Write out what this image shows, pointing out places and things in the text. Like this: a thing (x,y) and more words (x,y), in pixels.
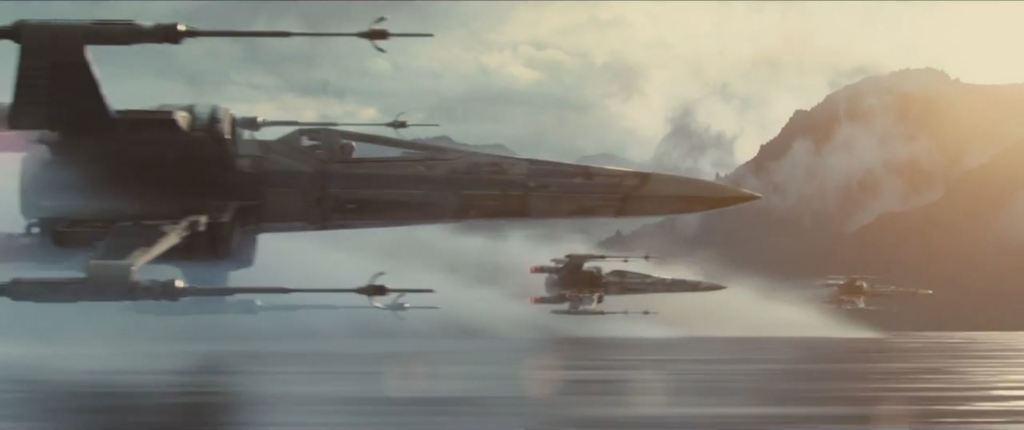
In this image there are so many planes (163,218) flying beside that there is a mountain (928,240).
